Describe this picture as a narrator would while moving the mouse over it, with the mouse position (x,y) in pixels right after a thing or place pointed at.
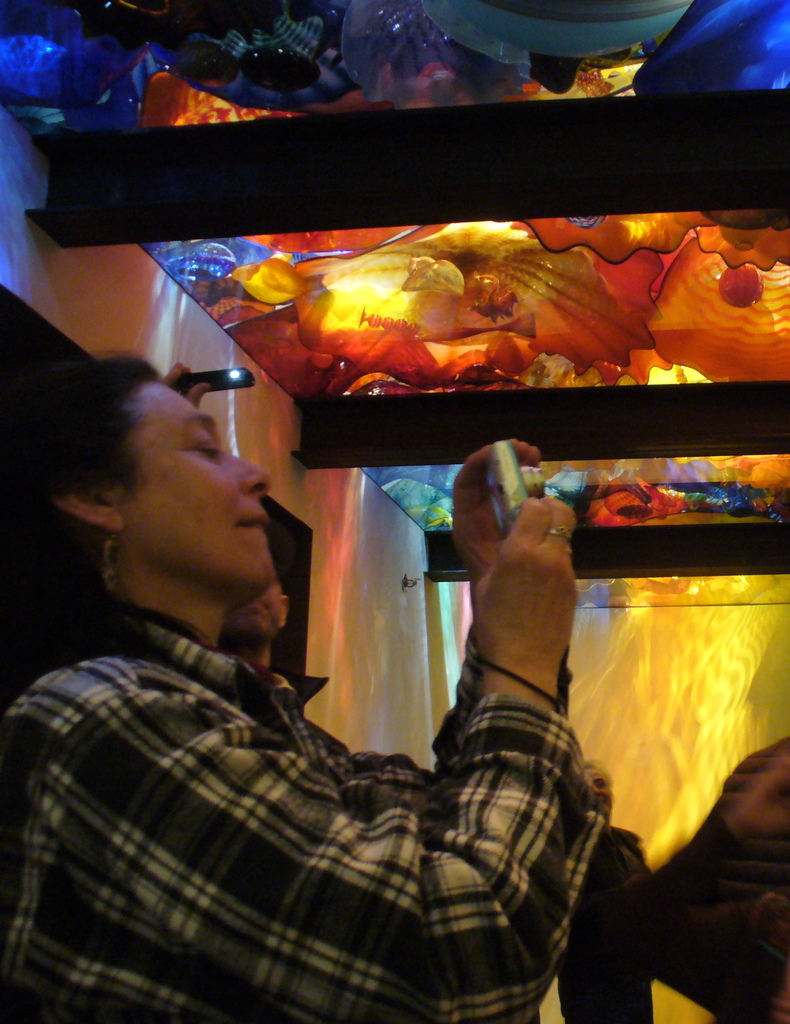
In this picture there is a lady (135,943) who is standing on the left side of the image (167,494), by holding a camera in her hand (523,690) and there is a colorful roof (408,322) at the top side of the image (521,117).
